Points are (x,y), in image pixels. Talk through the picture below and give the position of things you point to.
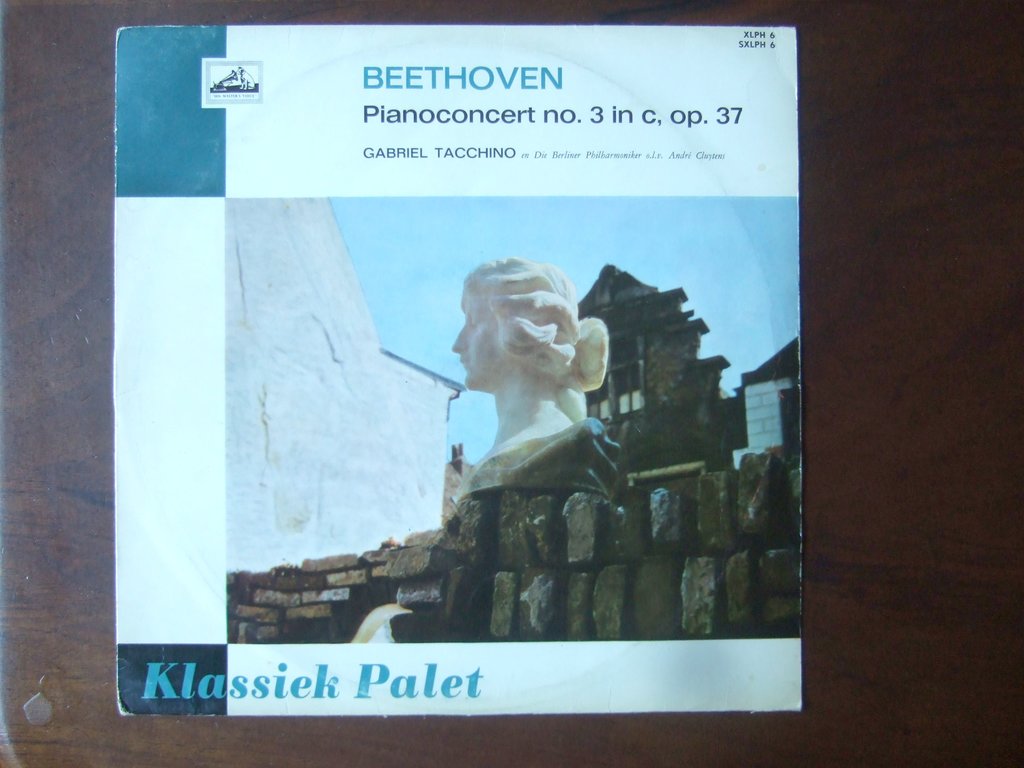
Here in this picture we can see a poster (588,152) present over a place (867,374) and in that we can see a statue (514,394) present.
